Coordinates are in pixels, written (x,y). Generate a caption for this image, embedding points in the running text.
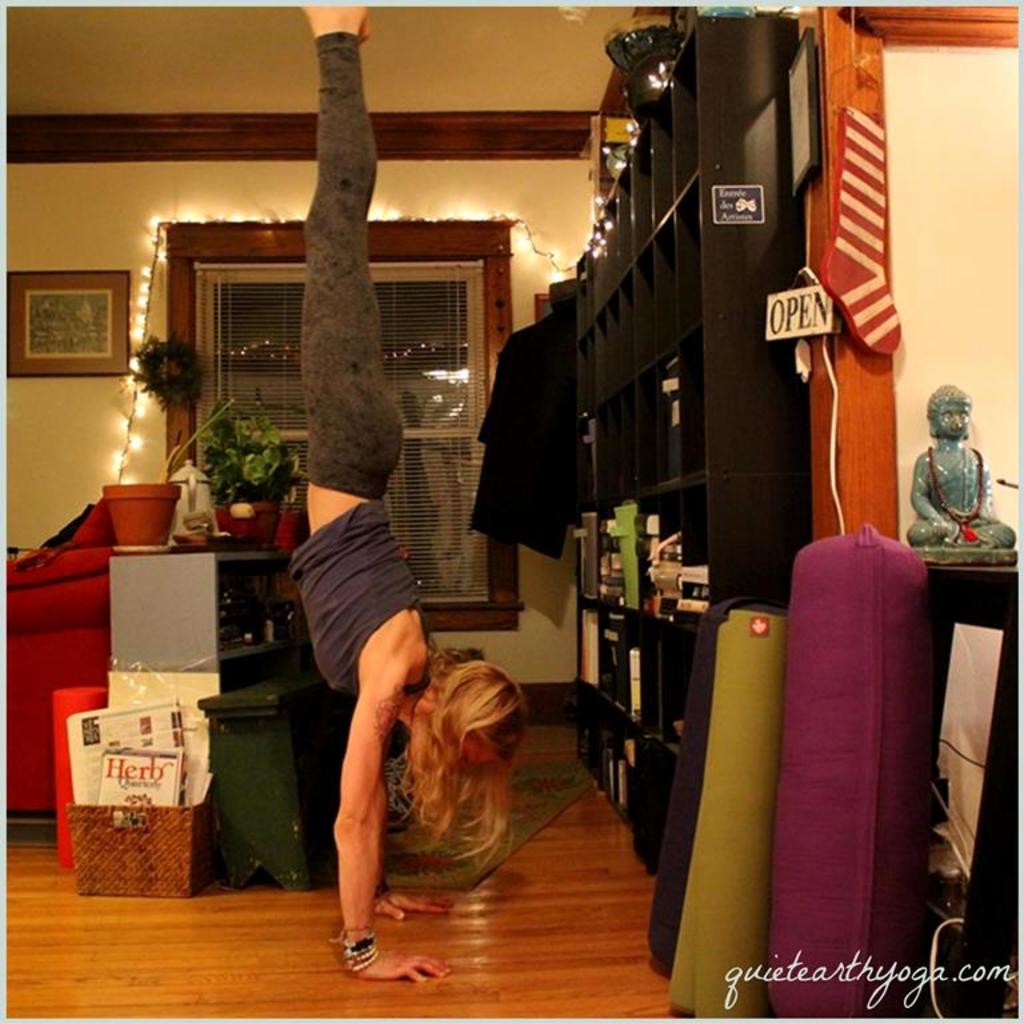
In this image we can see a woman (415,604). We can also see a cushion (810,729), a roll mat (699,801), a basket (116,820) with the books (143,743), flower pot (164,493), house plants (221,455), sofa (89,586), window (411,305), a rack (638,339) with the books (619,635) and also some objects (678,427). We can also see a text board (789,301), an object (974,504) on the counter (957,577) which is on the right (945,570). We can also see a frame (11,333) attached to the wall (238,187). We can see the ceiling (391,29), floor (197,940) and also a mat (575,789). In the bottom right corner (769,982) we can see the text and the image has borders (1021,850).
